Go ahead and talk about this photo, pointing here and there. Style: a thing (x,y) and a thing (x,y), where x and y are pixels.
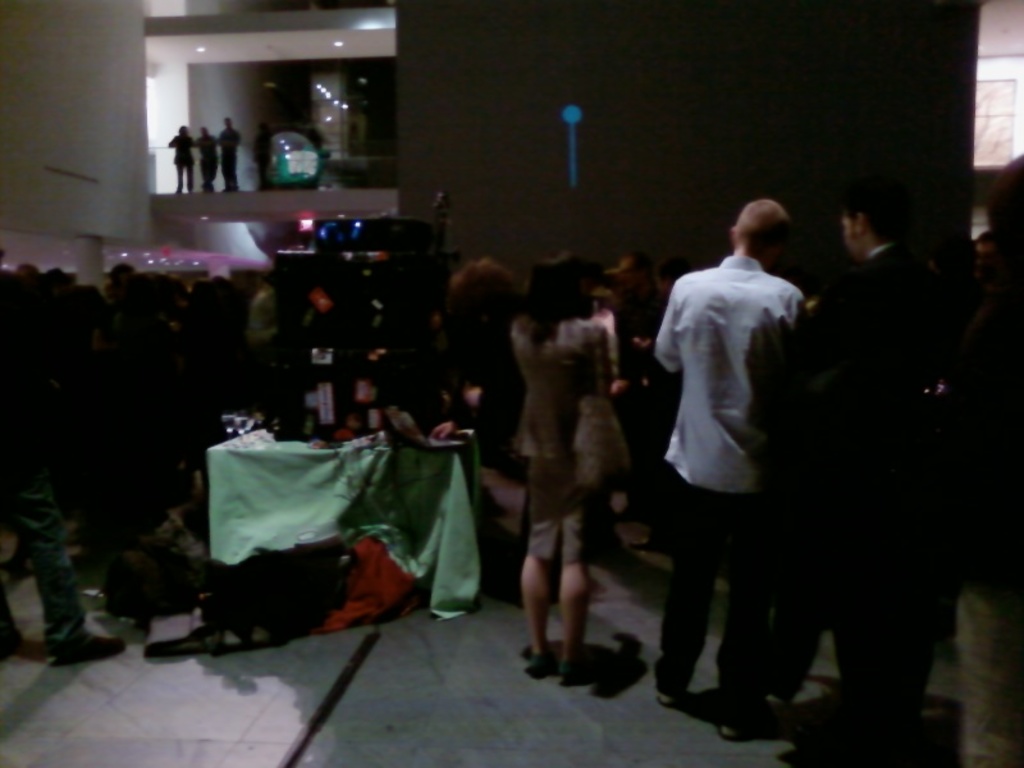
There are group of persons (591,300) in different color dresses (575,353), standing on the floor (451,751), near a machine (383,255). In the background (285,162), there are persons (266,172) standing on floor (203,194) of the first floor (216,194), near white wall (114,72), there are lights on the roof (218,49) and there are other objects (326,99).
